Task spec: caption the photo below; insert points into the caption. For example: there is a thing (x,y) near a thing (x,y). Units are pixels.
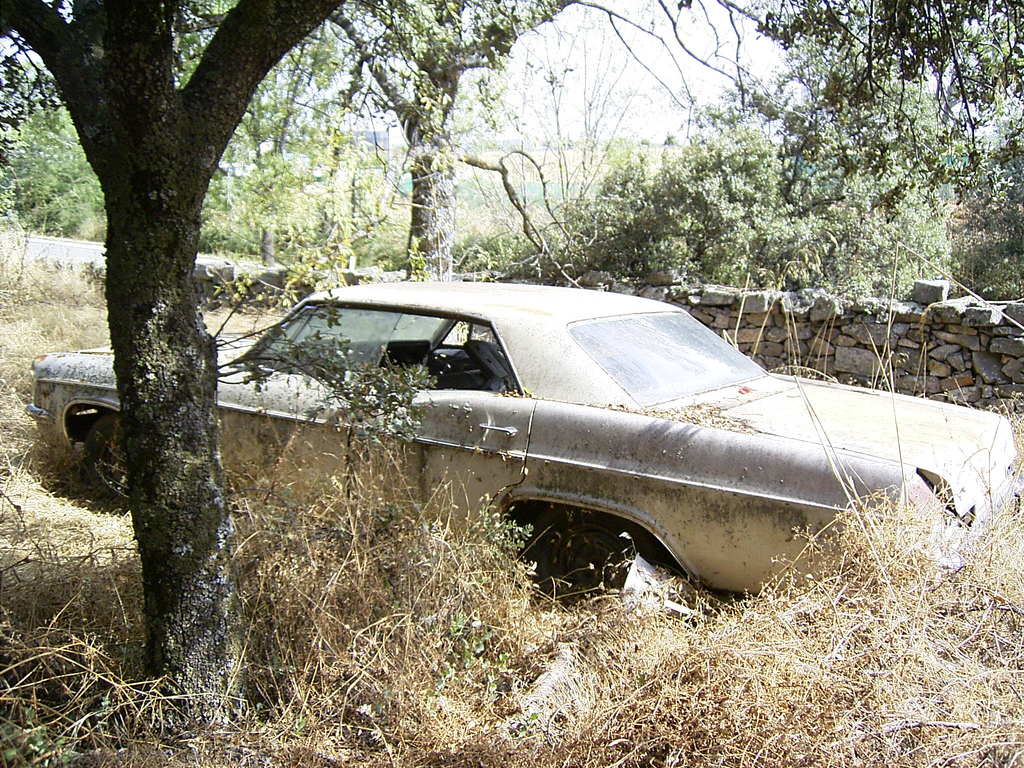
In this picture there is a old unused car (490,459) and there is a tree (210,527) beside it and there is a rock wall (902,349) in the right corner (917,349) and there are trees (608,188) in the background (296,112).
